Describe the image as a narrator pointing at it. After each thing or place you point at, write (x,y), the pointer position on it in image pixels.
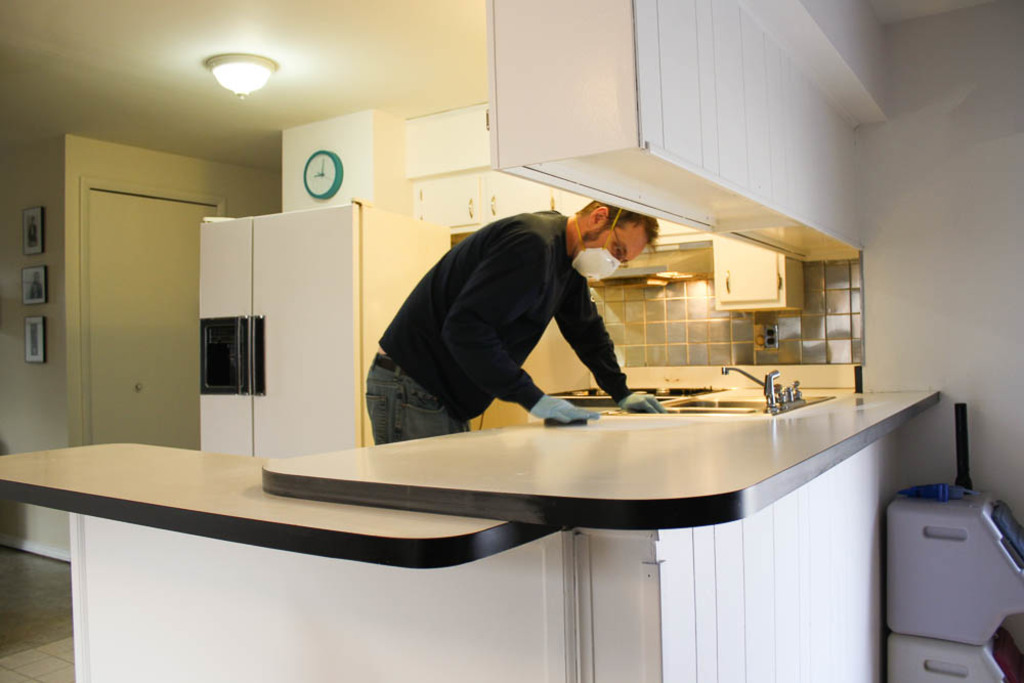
In this picture we can see a person (474,387) standing in front of the table (746,458), behind we can see refrigerator (261,296), frames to the wall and light (229,60) to the roof (189,70).
